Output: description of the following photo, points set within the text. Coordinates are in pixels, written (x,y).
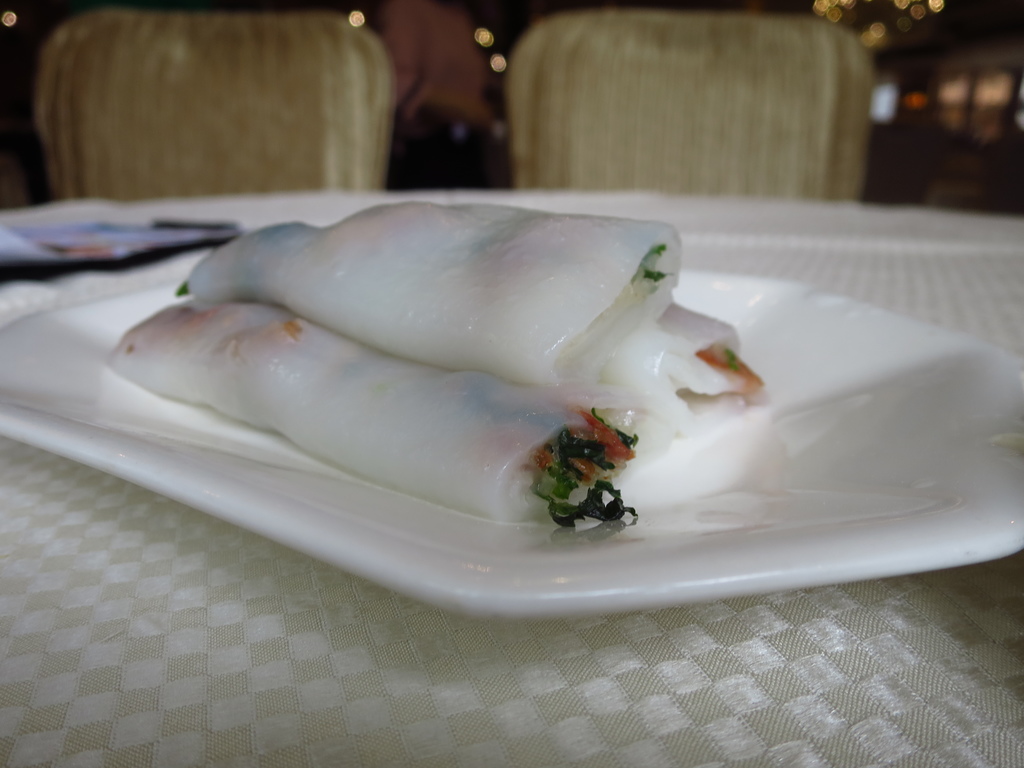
In the picture we can see a table (50,495) with a white color plate (690,555) on it, on it we can see a food item (577,242) and behind the table (674,215) we can see two chairs (123,36).
